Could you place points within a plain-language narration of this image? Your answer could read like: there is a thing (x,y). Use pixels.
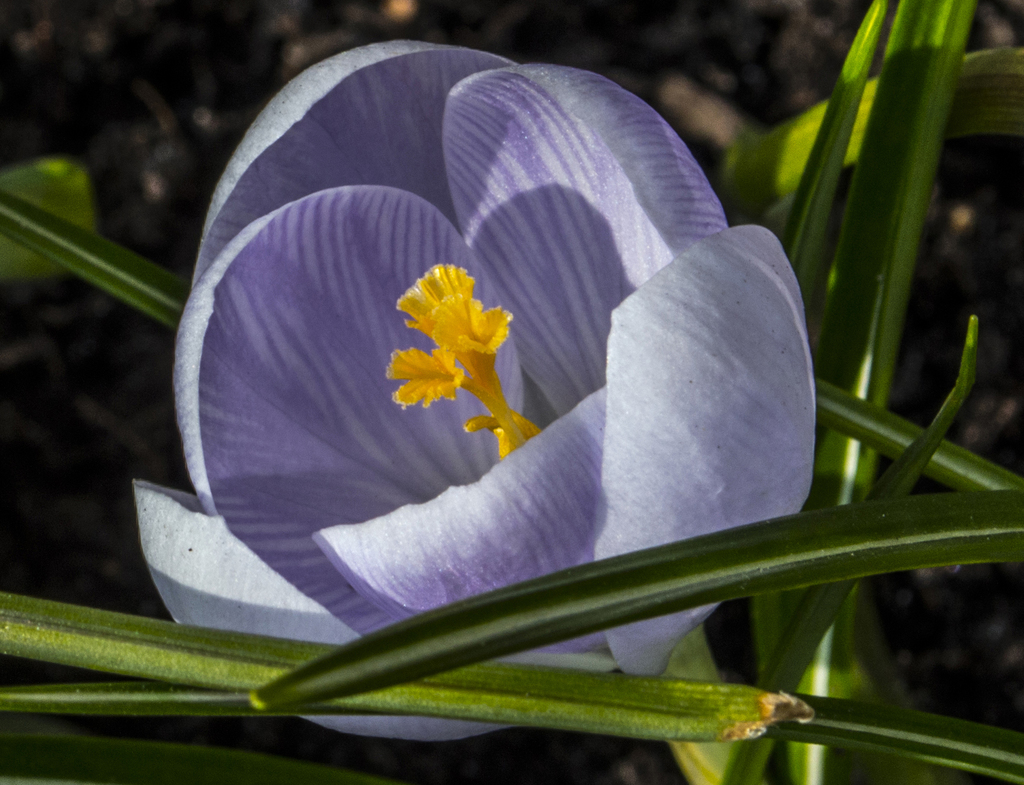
In this picture there is a light purple color flower (578,385) on the plant (55,706). At the back (42,78) it looks like mud (114,99).
